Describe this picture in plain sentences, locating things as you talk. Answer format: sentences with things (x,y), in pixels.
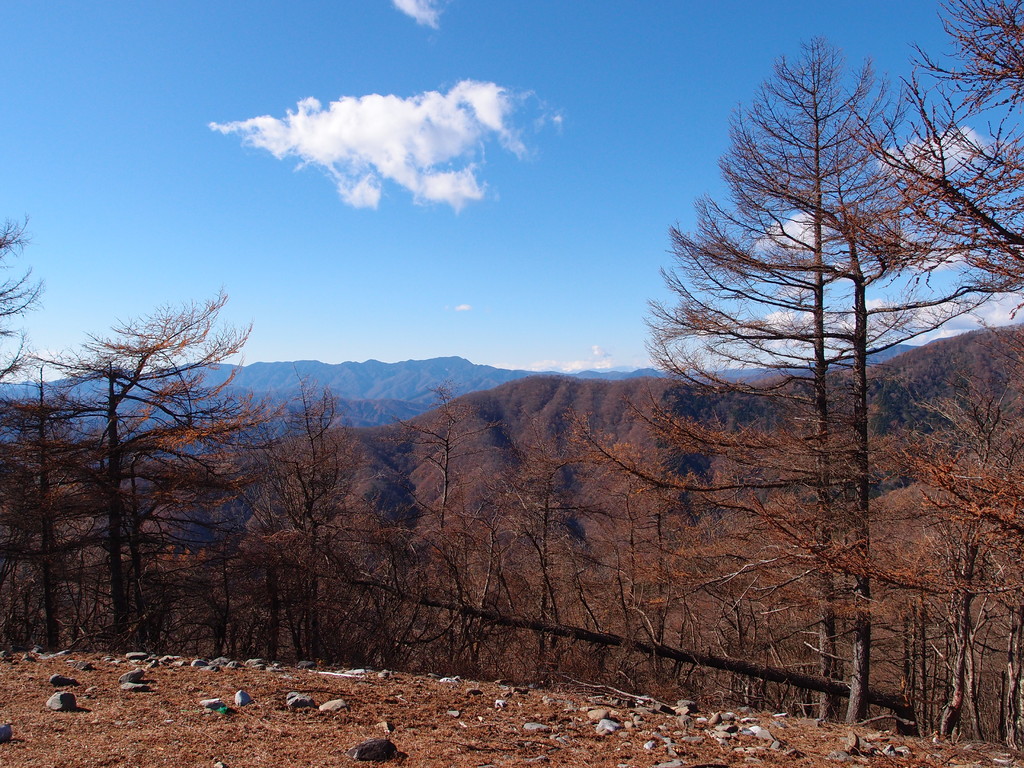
In this image we can see trees (579,498), there are mountains (422,392), there are stones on the ground (191,755), at above the sky (362,131) is cloudy.
